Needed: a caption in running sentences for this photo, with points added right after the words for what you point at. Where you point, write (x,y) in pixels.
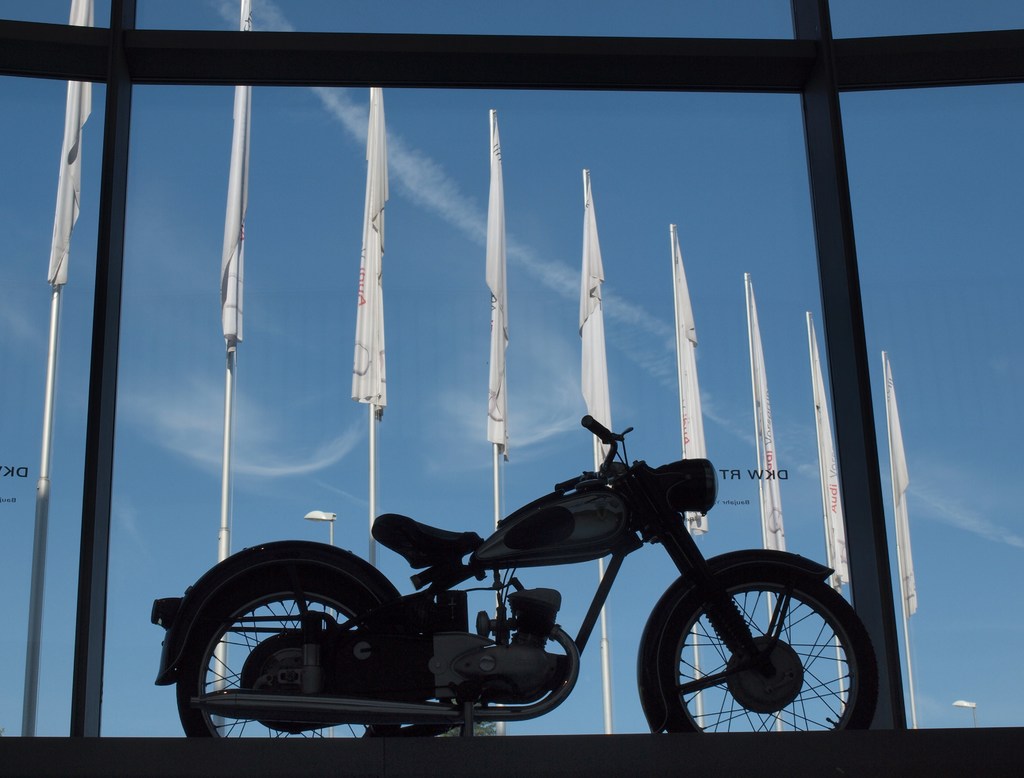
In this image I can see the motorbike (515,653) and the glass (282,524). Through the glass (345,534) I can see the flags (488,251), poles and the sky (508,254).
